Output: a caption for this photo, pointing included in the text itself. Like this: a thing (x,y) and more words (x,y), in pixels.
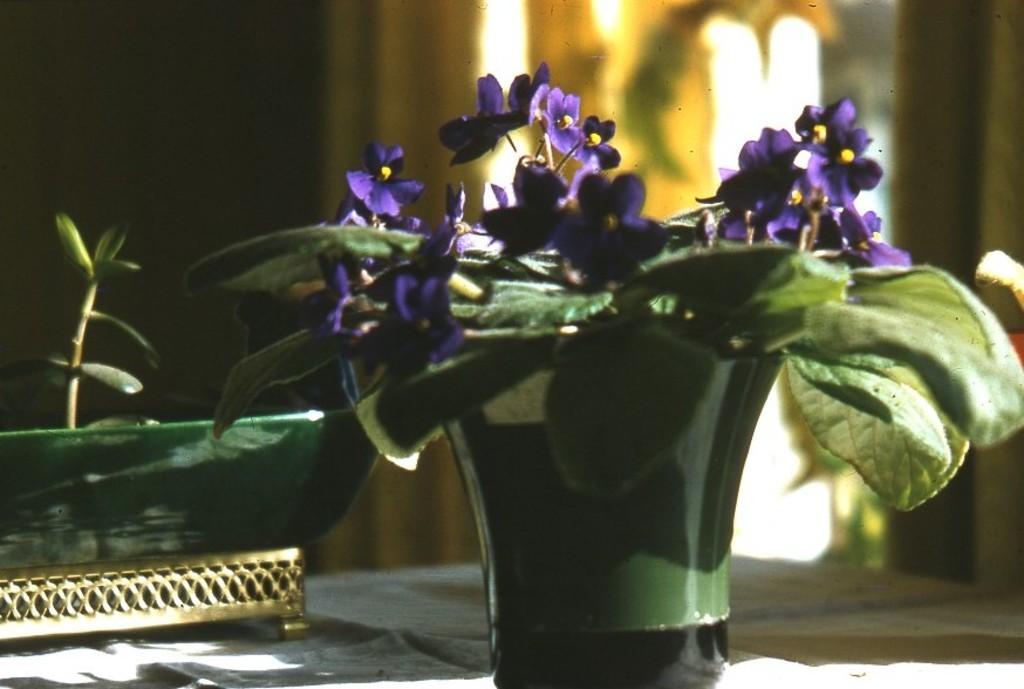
Here in this picture we can see a flower plant (547,311) present on the table (466,636) over there and behind it also we can see another plant (87,252) present over there.
